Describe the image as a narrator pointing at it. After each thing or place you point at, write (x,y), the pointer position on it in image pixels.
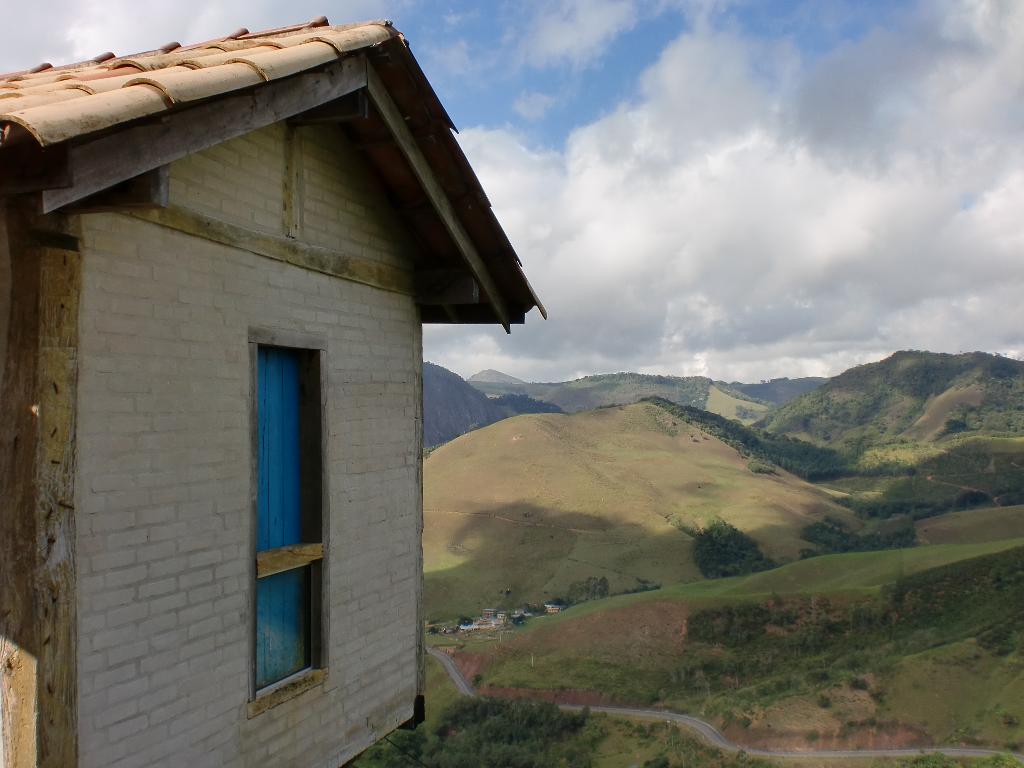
In this picture we can see a house (164,428). Behind the house (293,671) there is a road (439,657), trees (479,707), hills (584,446) and the cloudy sky (691,203).
